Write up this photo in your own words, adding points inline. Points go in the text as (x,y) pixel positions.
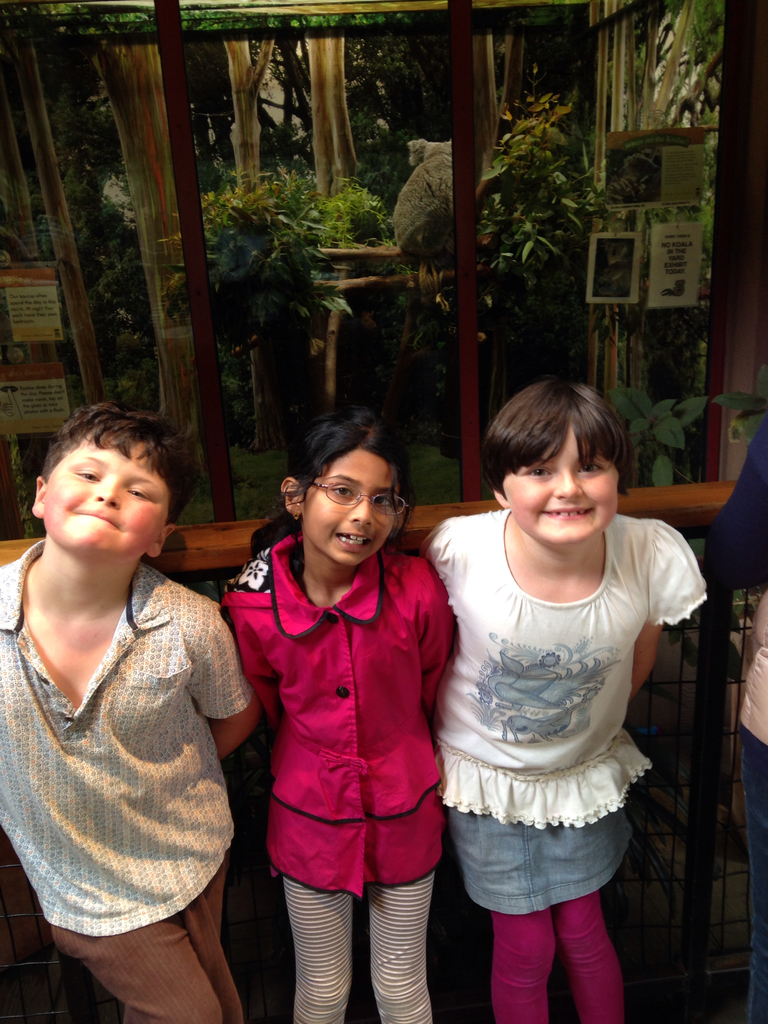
In the center of the image (422,669) there are kids (169,746). In the background (458,272) there is a glass window (263,280), plants (280,251), trees (315,139) and some stickers (644,206).
